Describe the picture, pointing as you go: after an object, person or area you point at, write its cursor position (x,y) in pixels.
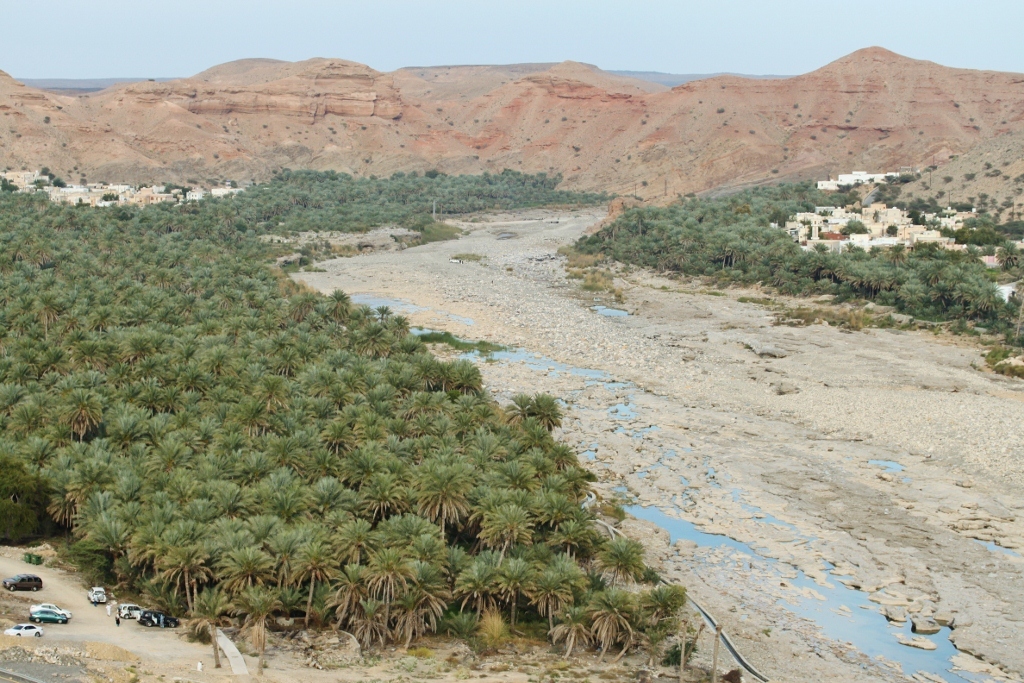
On the left bottom of the image (35,605) there are some vehicles (145,623) parked on the path (183,666) of a ground (242,662), in front of them there are some trees (355,603). On the right side of the image (928,233) there are some buildings (867,231) surrounded by trees (902,307). In the middle of the ground (567,390) there are some water (991,548). In the background of the image (122,151) there are mountains (574,111) and sky (292,53).
